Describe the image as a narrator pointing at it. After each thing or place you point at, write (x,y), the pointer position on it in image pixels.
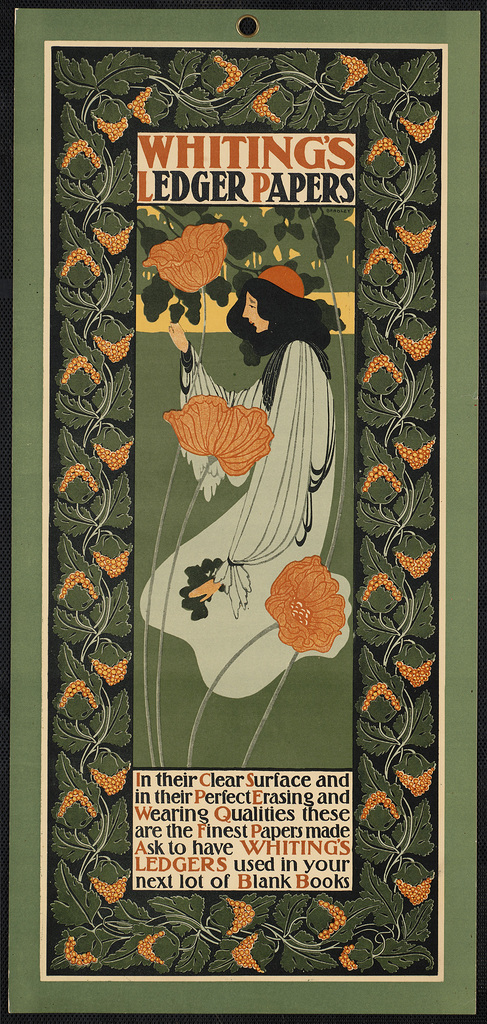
In this picture we can observe a green color object (46,673). There is a painting (250,488) of a woman (248,536) wearing a white color dress (252,542). We can observe orange color flowers (223,430) on this object (212,204). In the background (127,25) it is green.
